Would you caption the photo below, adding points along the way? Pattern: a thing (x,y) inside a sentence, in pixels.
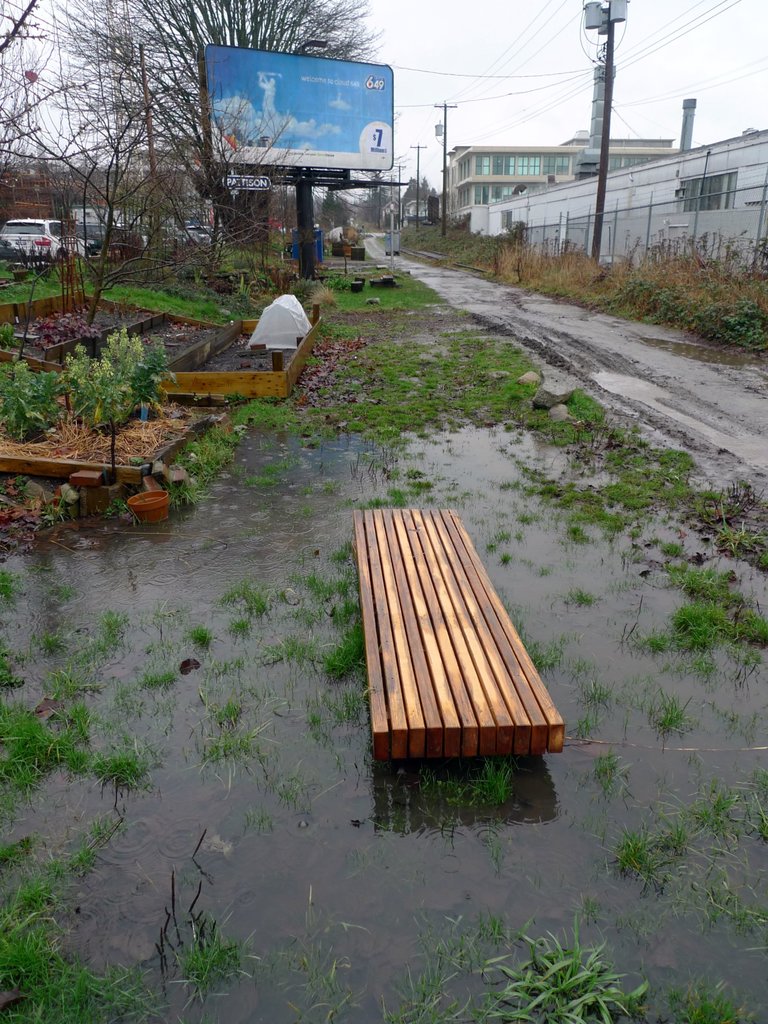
In this image, we can see a bench (453,629) in the water (297,855). There is a board (266,148) beside the tree (214,31). There are buildings (504,172) in the top right of the image (726,213). There is a sky (491,21) at the top of the image (391,10).
